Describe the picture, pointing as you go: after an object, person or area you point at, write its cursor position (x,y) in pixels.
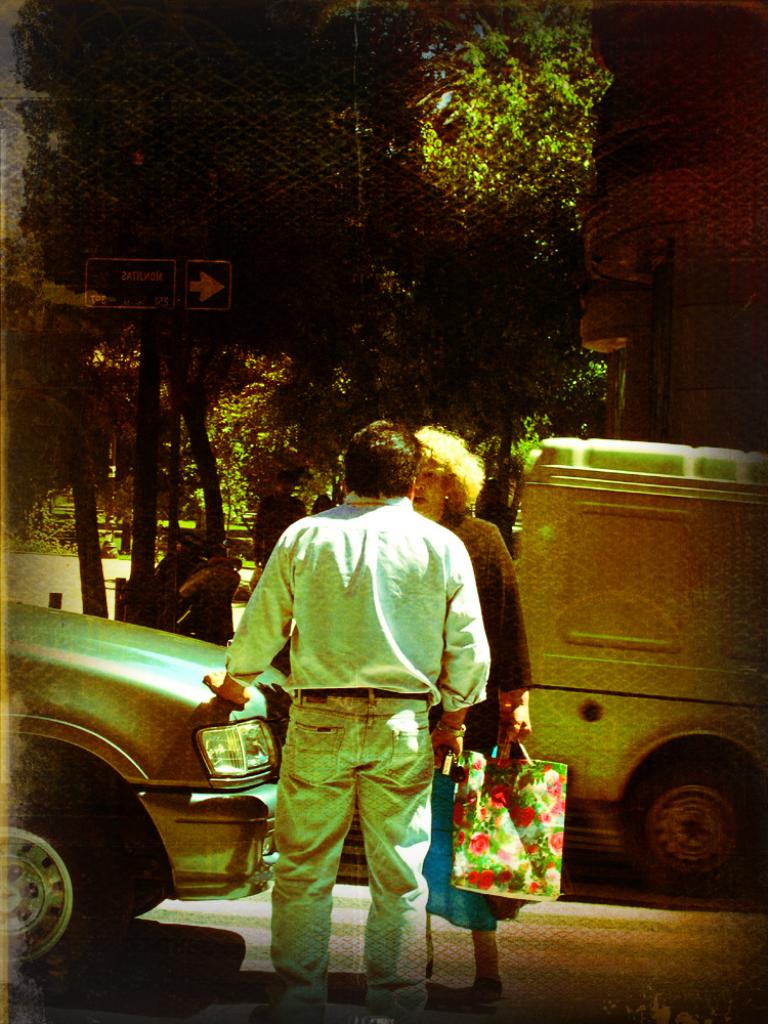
At the bottom of this image (321,740), there is a man (373,513) in a shirt (347,584), placing a hand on the vehicle (147,705) and standing on a road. In front of him, there is a woman (494,677), holding a bag (510,756) and speaking. On the right side (589,587), there is a vehicle (541,632) on the road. In the background (272,483), there are trees (509,42), a vehicle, persons (288,514), plants (317,483) and grass (182,521) on the ground (120,525).
